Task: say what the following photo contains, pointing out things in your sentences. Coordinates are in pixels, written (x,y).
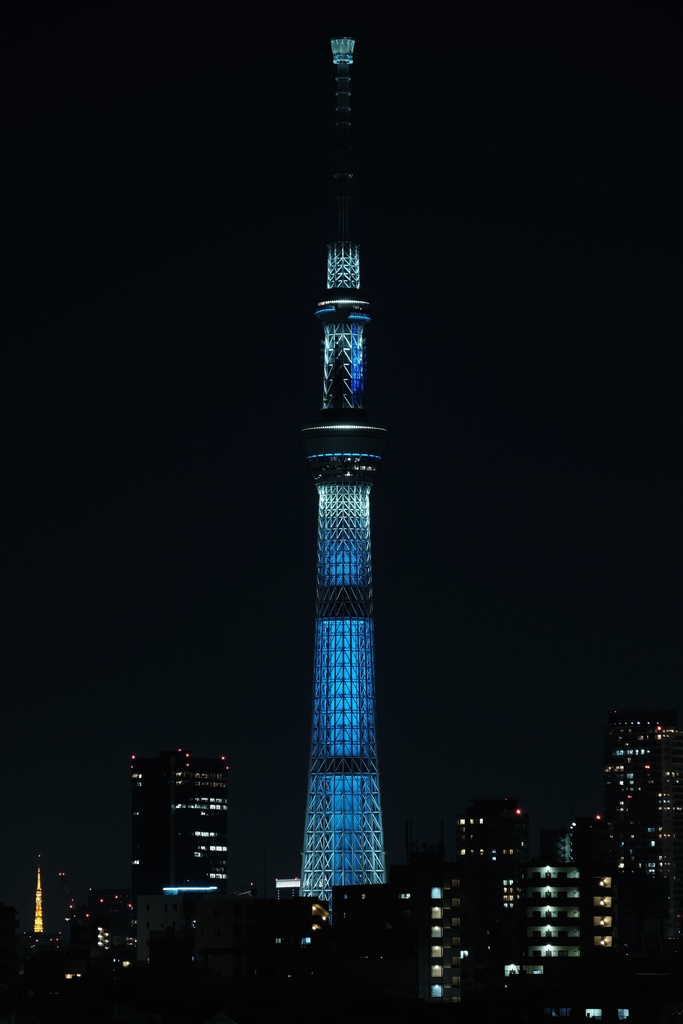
In this image we can see a tower (321,541) with lights (315,694). At the bottom (225,776) we can see a group of buildings (202,860). The background of the image (248,838) is dark.
